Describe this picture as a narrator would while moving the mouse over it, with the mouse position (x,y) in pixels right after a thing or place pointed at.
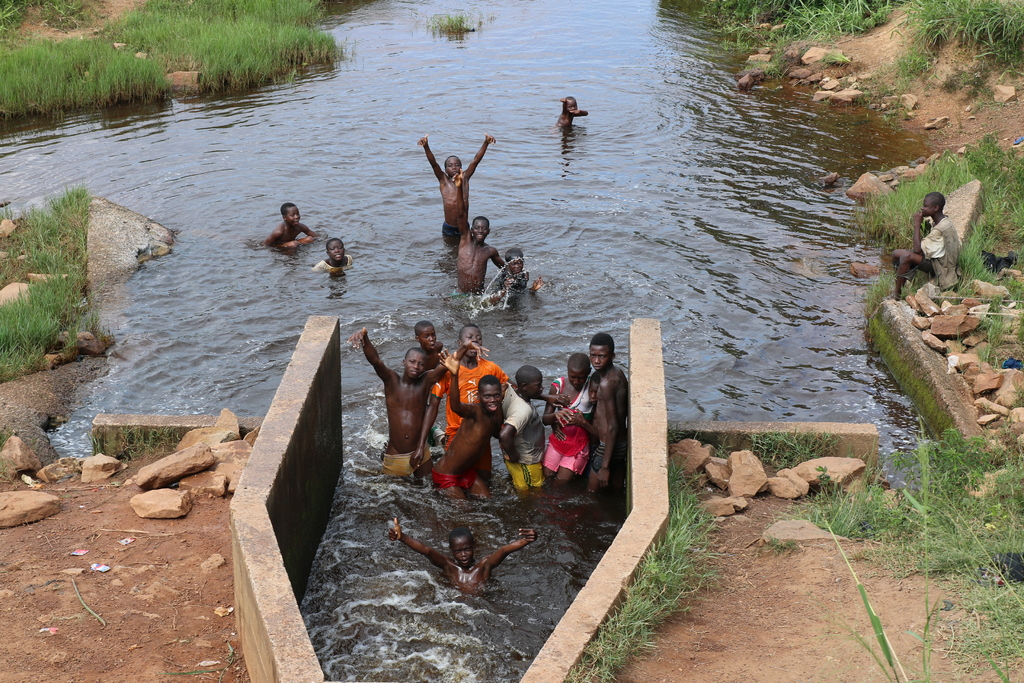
In the picture we can see a canal (715,223) with water (490,185) and some people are bathing in it and beside it, we can see some wall construction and some part of water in it and some people (386,462) are standing and near the canal (225,190) we can see some mud surface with rocks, and grass (845,25) and in the background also we can see some grass surface (306,34) and rocks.
